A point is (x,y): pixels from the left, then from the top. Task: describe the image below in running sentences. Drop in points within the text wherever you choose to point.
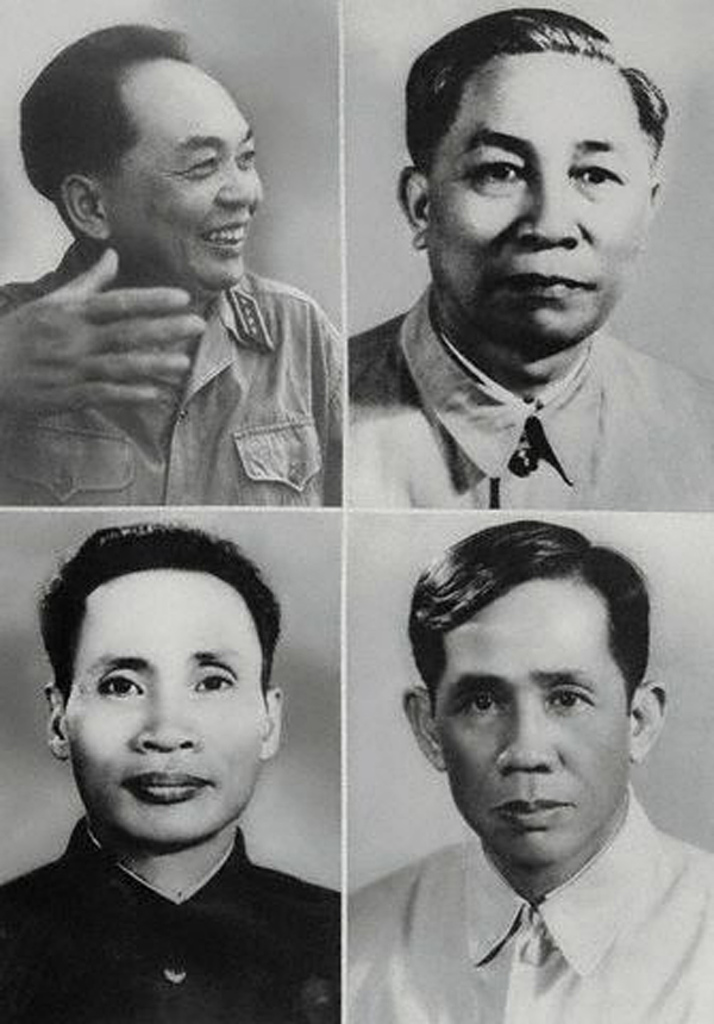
In this image there is a black and white picture of four different people (279,732).
